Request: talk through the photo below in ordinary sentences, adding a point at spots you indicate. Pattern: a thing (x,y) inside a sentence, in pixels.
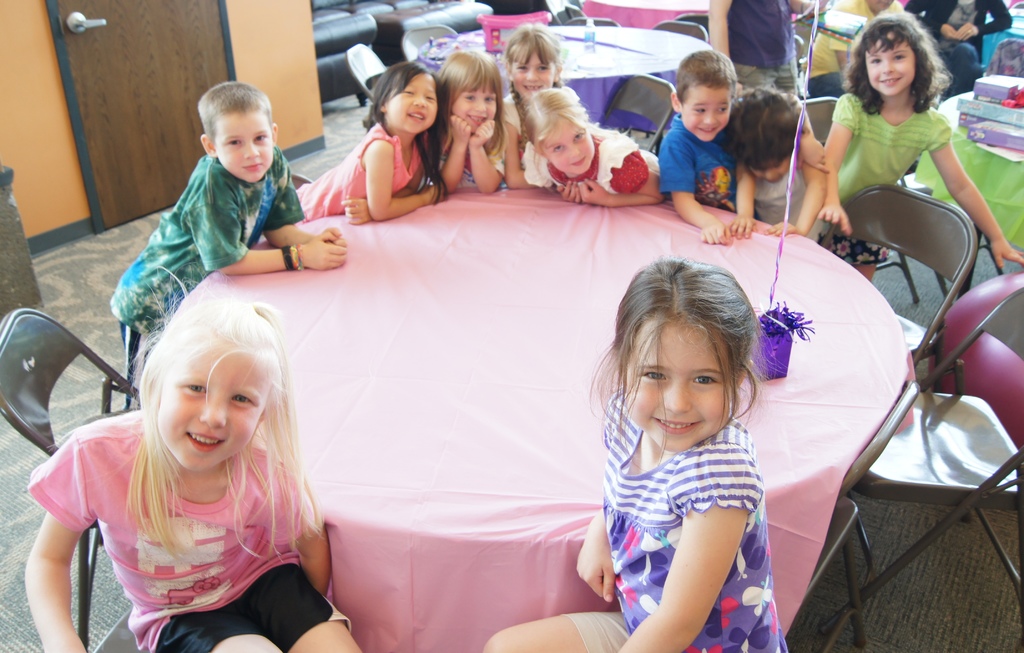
In this picture there are group of people (722,618). There are tables (432,280) and chairs (973,333) and there are books (961,113) and there are objects (1001,99) on the tables (533,199). At the back (383,6) there is a sofa (385,20) and there is a door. At the bottom (914,615) there is a mat (119,237) on the floor (90,285).
